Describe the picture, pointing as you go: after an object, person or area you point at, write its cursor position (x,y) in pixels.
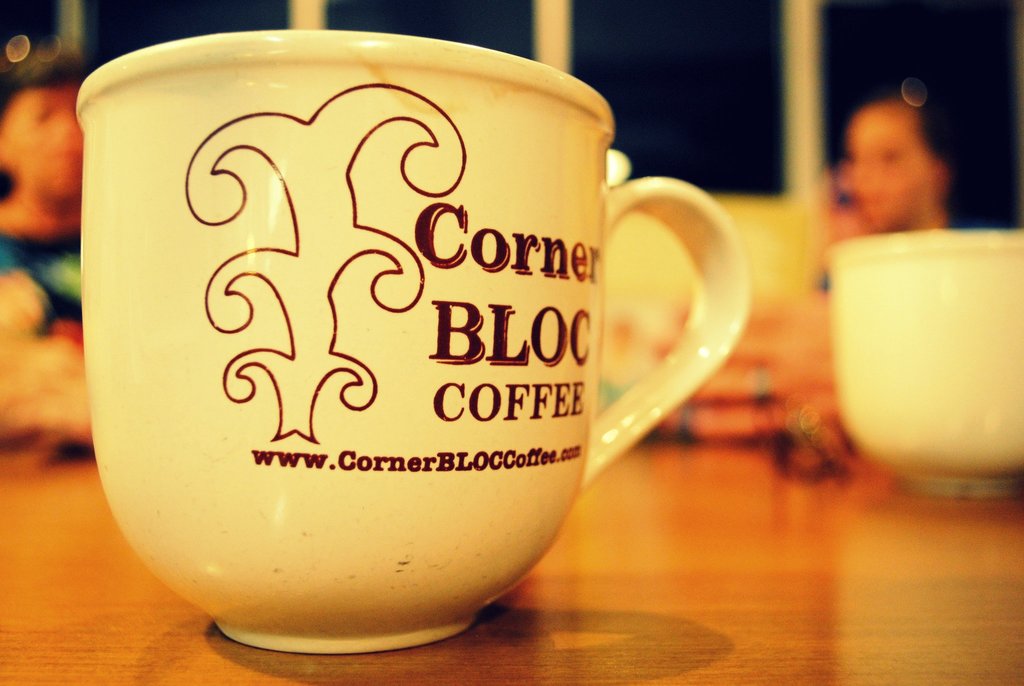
In the center of the image (568,355) there is a coffee cup (568,355) on the table (754,598). In the background of the image (882,181) there are people (52,112).
